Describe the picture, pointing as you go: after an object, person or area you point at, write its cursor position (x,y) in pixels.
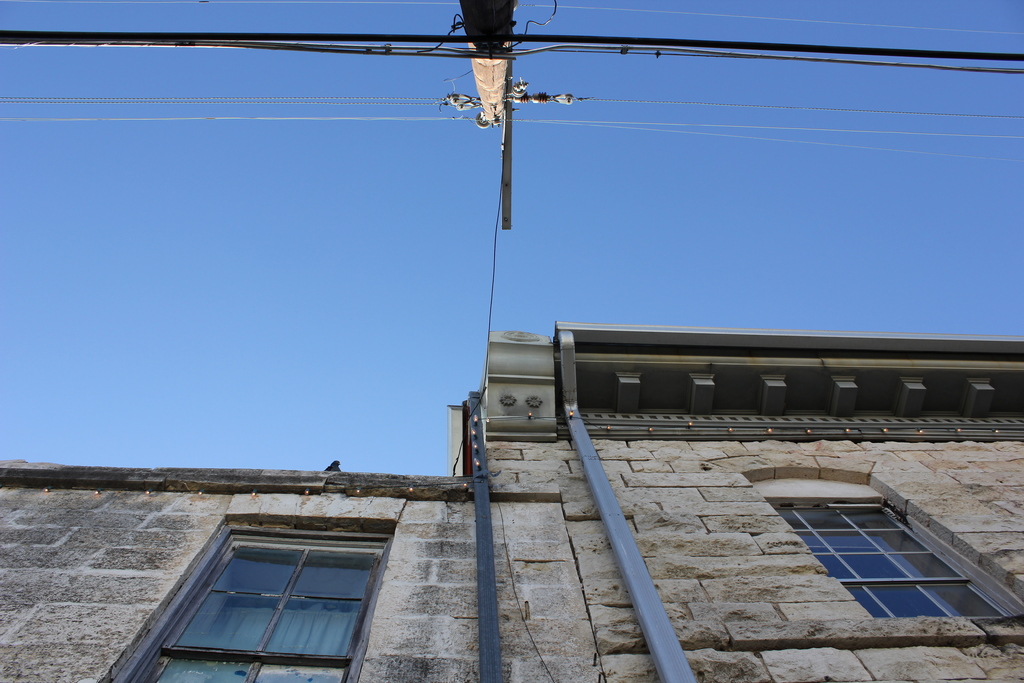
This picture might be taken from outside of the building (687,554). In this image, we can see a building (363,552), glass window (833,539). At the top (495,77), we can see a electric pole (505,109), electric wires (603,125). In the background (276,458), we can see a sky (368,346).
